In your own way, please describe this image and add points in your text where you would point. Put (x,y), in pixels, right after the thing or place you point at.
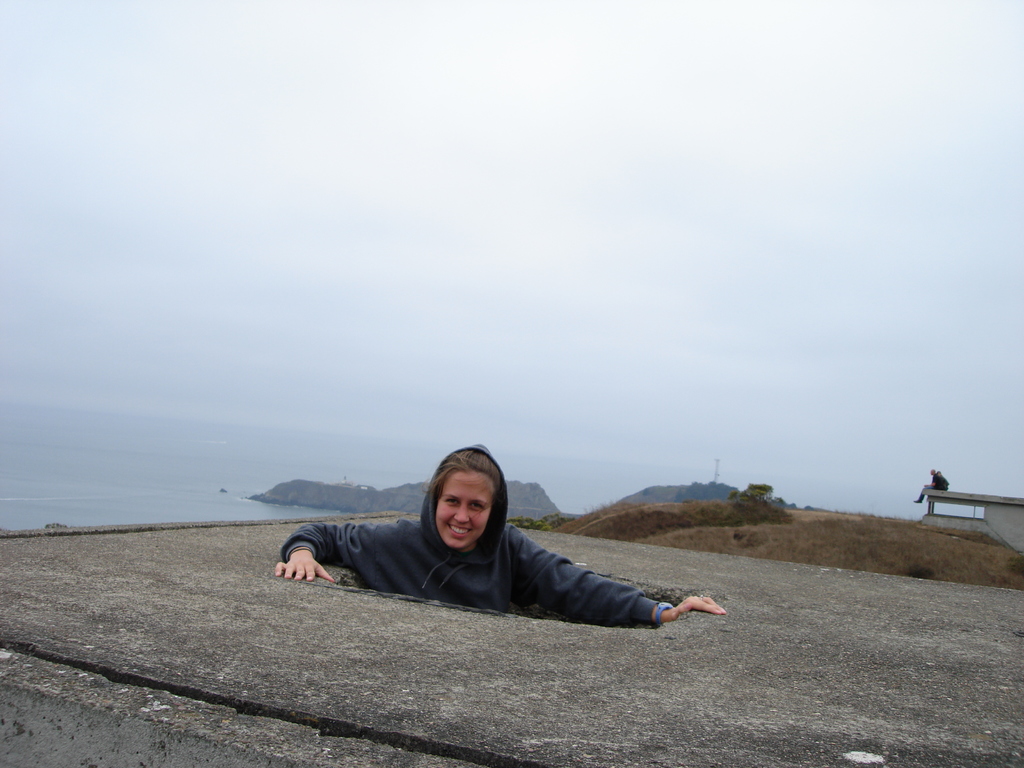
In this picture I can see a person (502,516) wearing a hoodie (472,552). I can see a person (936,476) sitting on the object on the right side (927,476). I can see water (288,459). I can see clouds (450,249) in the sky (488,235).
